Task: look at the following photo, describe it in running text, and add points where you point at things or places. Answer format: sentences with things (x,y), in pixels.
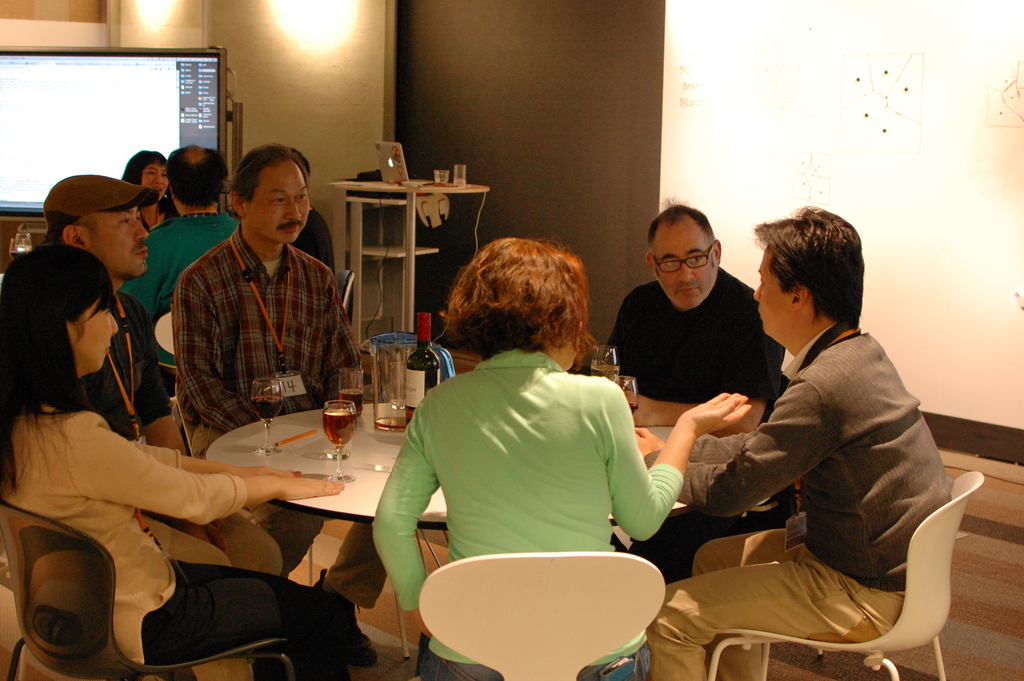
In this image there are group of persons (486,395) who are sitting around the table (284,430) and there are glasses (326,409), bottles (420,375) on top of the table (353,468) and at the background of the image (50,78) there is a projector screen (49,70), laptop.
